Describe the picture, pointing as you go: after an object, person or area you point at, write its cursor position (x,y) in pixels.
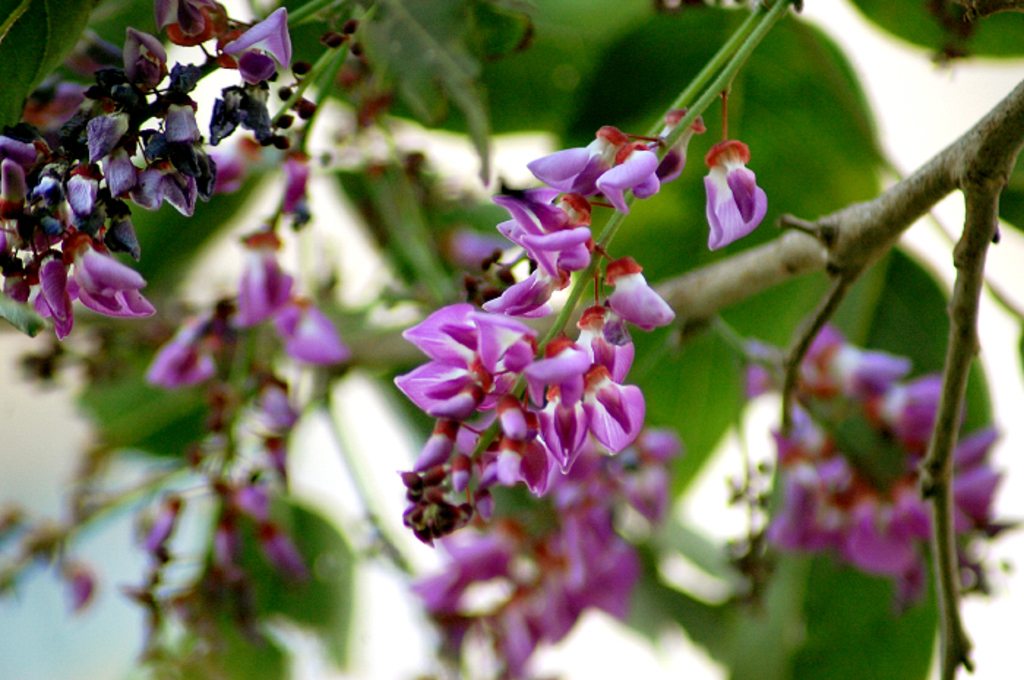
There is a tree (606,238) which has violet color flowers (552,290) on it.
